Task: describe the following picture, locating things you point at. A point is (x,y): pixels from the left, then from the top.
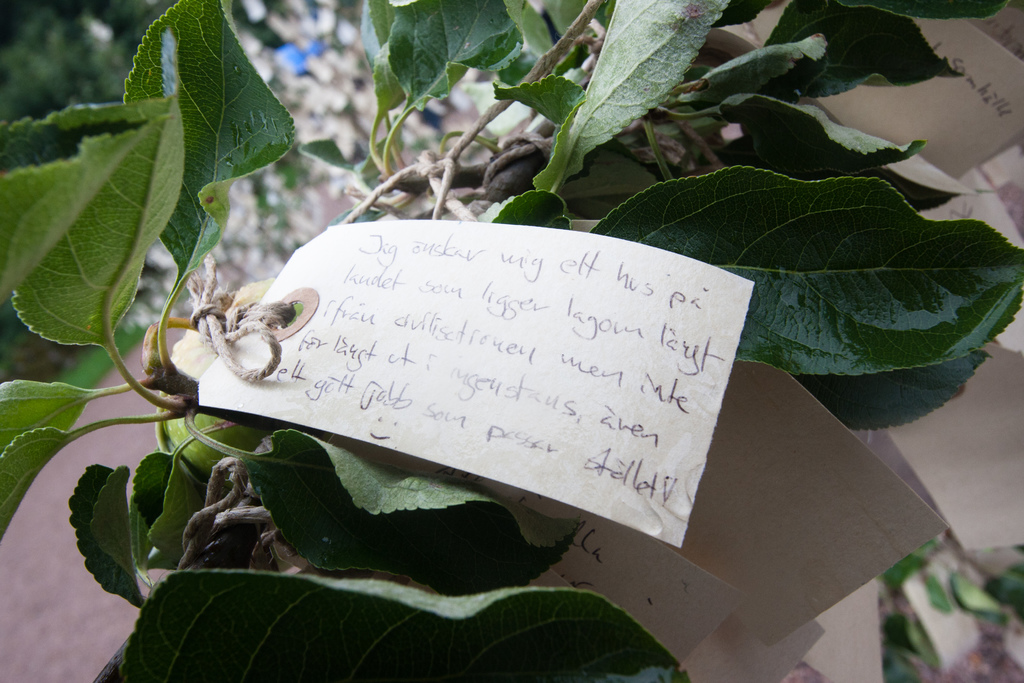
In this picture I can see in the middle (443,432) there is a paper (546,396) with text (338,383) written on it and tied to the plant (103,395).
